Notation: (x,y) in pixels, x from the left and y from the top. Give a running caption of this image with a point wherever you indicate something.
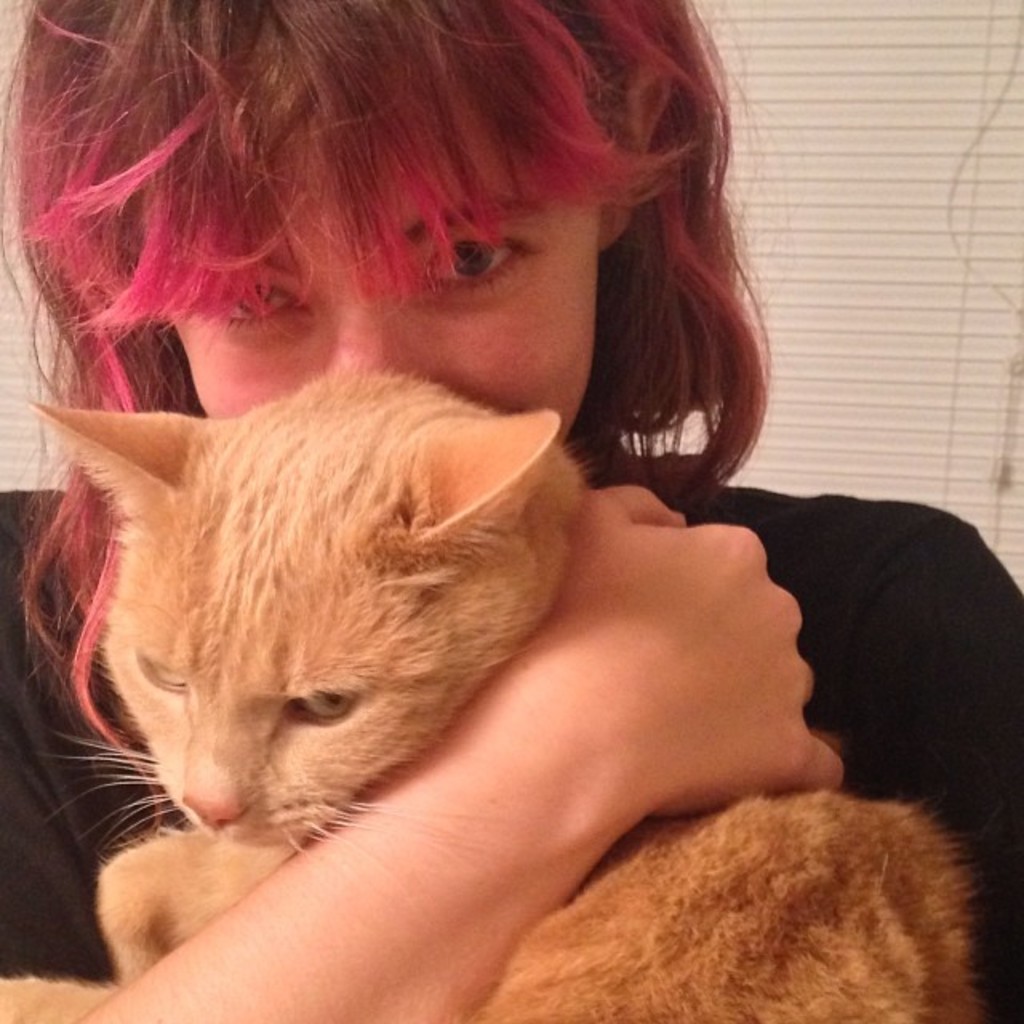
In this picture there is a woman (631,610) who is wearing a black dress (941,620) and is holding a brown cat (347,778) in her hand (651,797).
